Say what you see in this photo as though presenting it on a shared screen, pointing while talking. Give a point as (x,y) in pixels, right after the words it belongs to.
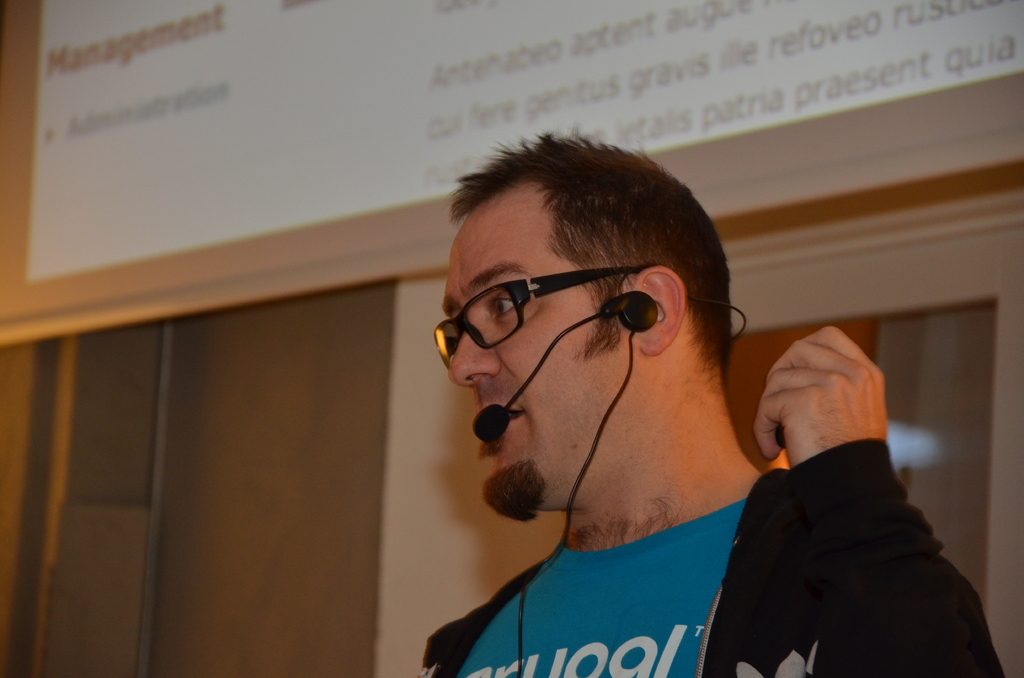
In this image we can see a man (613,414) and microphone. In the background (153,23) we can see a board (220,68) on the wall (122,545) and objects (348,392).
